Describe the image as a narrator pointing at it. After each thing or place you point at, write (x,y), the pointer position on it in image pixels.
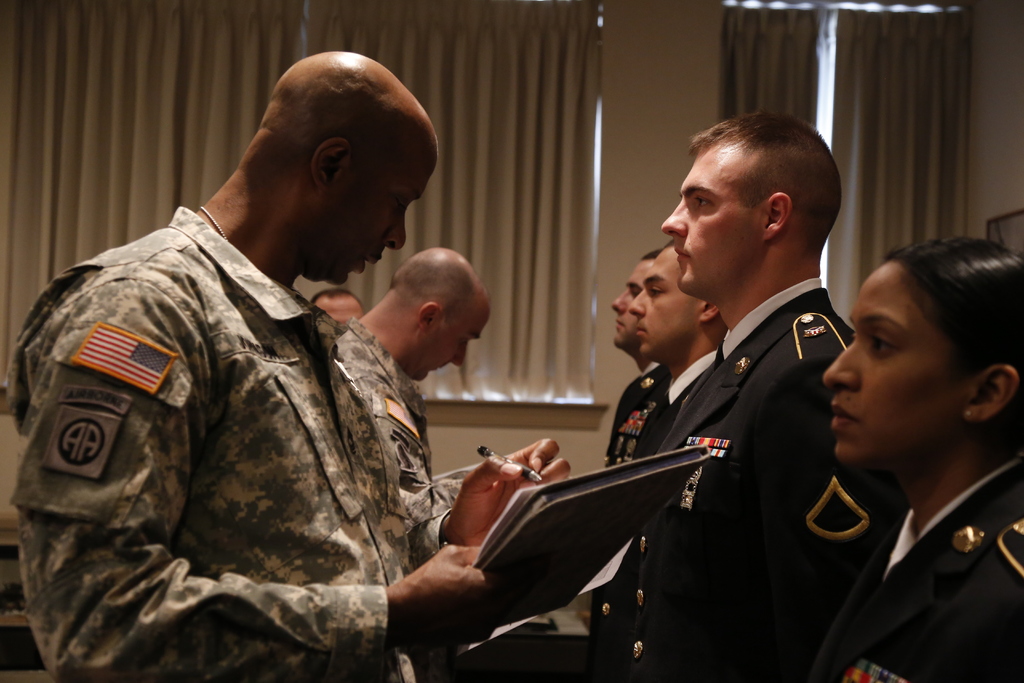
This picture is clicked inside. On the right (827,332) we can see the group of persons (825,389) wearing uniforms (732,419) and standing. On the left (264,313) there is a person (241,355) wearing uniform (248,483), holding a book (517,531) and a pen (488,454) and seems to be writing. In the background (580,172) we can see the group of persons (464,338) and we can see the curtains (484,50) and a wall (712,74).
